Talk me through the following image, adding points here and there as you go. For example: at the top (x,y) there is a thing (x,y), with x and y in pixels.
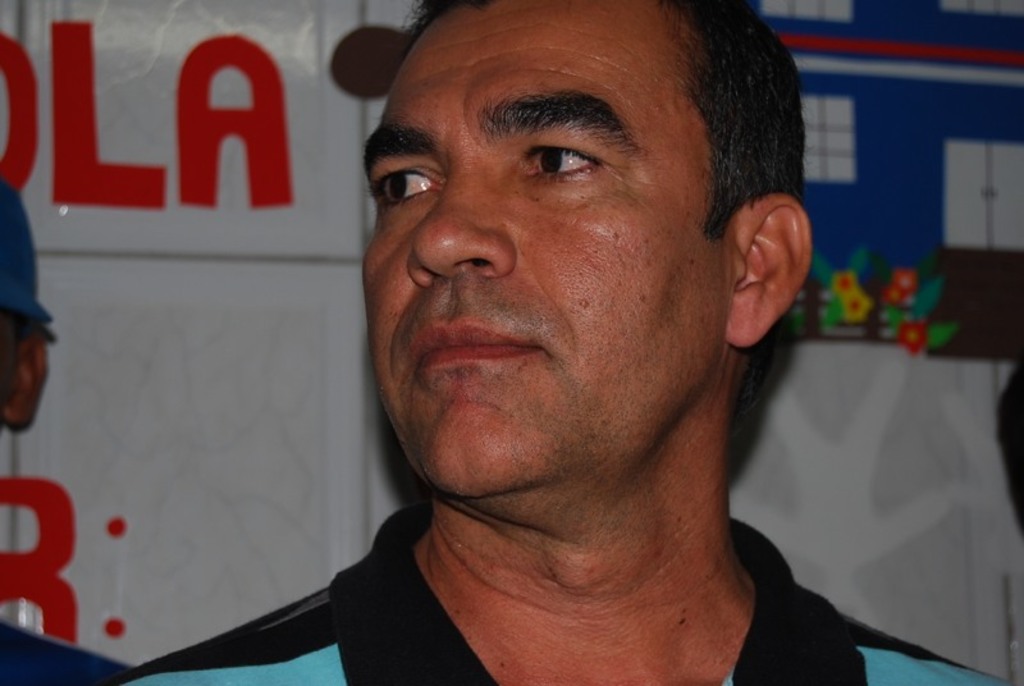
In this picture we can see a person (760,261) looking at someone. In the background (150,115), we can see a white poster (838,306) with images (853,290) of flowers (840,290), windows (816,101) and some text (232,116) on it.
